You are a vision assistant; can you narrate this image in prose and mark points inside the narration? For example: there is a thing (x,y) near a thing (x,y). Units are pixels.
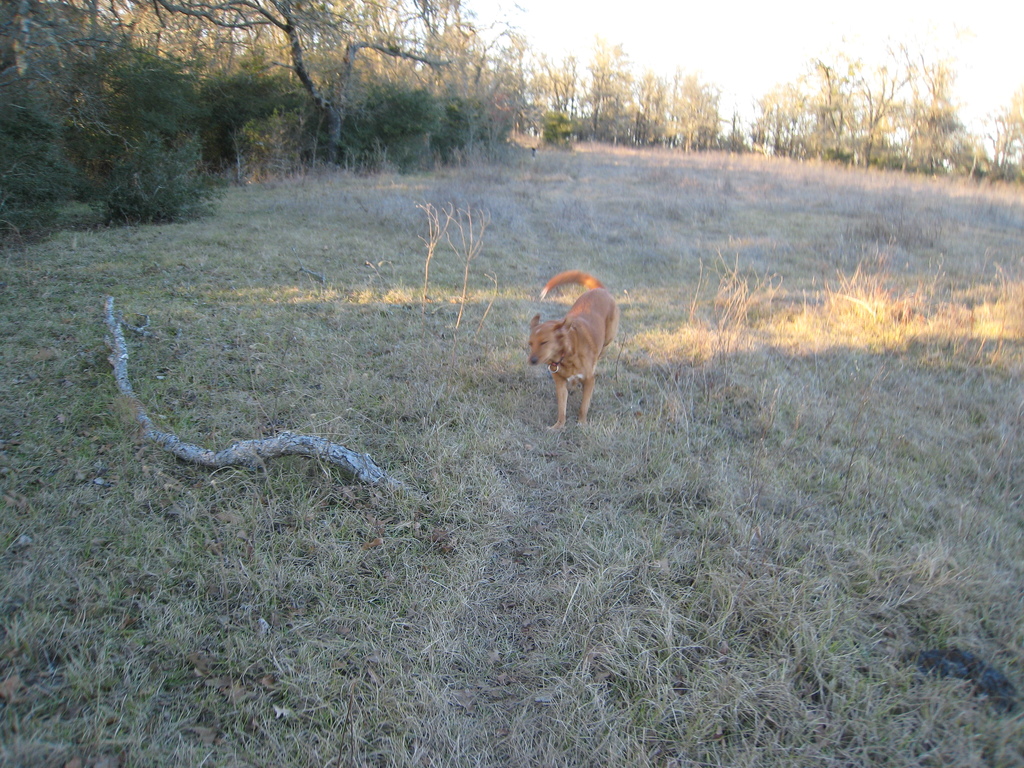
In this image there is a dog (570,370) on the ground (540,428). In the background (59,148) there are so many trees (457,115). There is a wooden stick (223,458) beside the dog (570,353). On the ground (557,621) there is grass (579,569).
